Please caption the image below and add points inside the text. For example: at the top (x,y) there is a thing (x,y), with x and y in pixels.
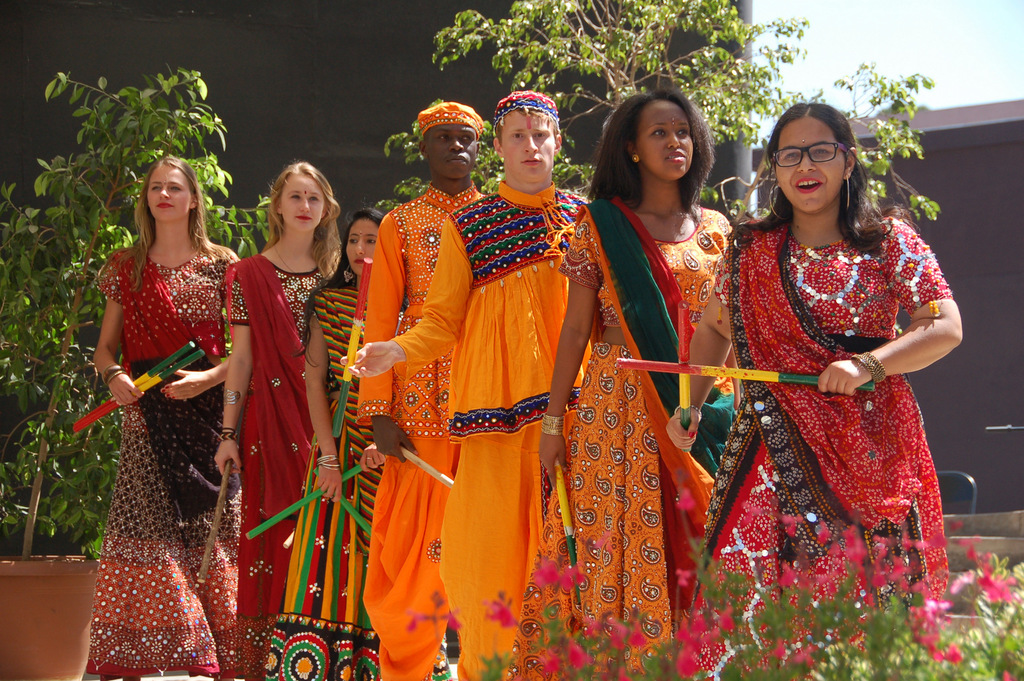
In this image we can see some group of persons (265,379) wearing traditional attire (621,581) also holding dandiya sticks (570,529) in their hands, we can see some plants (706,604) and in the background of the image (255,61) there is a shed (486,102) and clear sky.
